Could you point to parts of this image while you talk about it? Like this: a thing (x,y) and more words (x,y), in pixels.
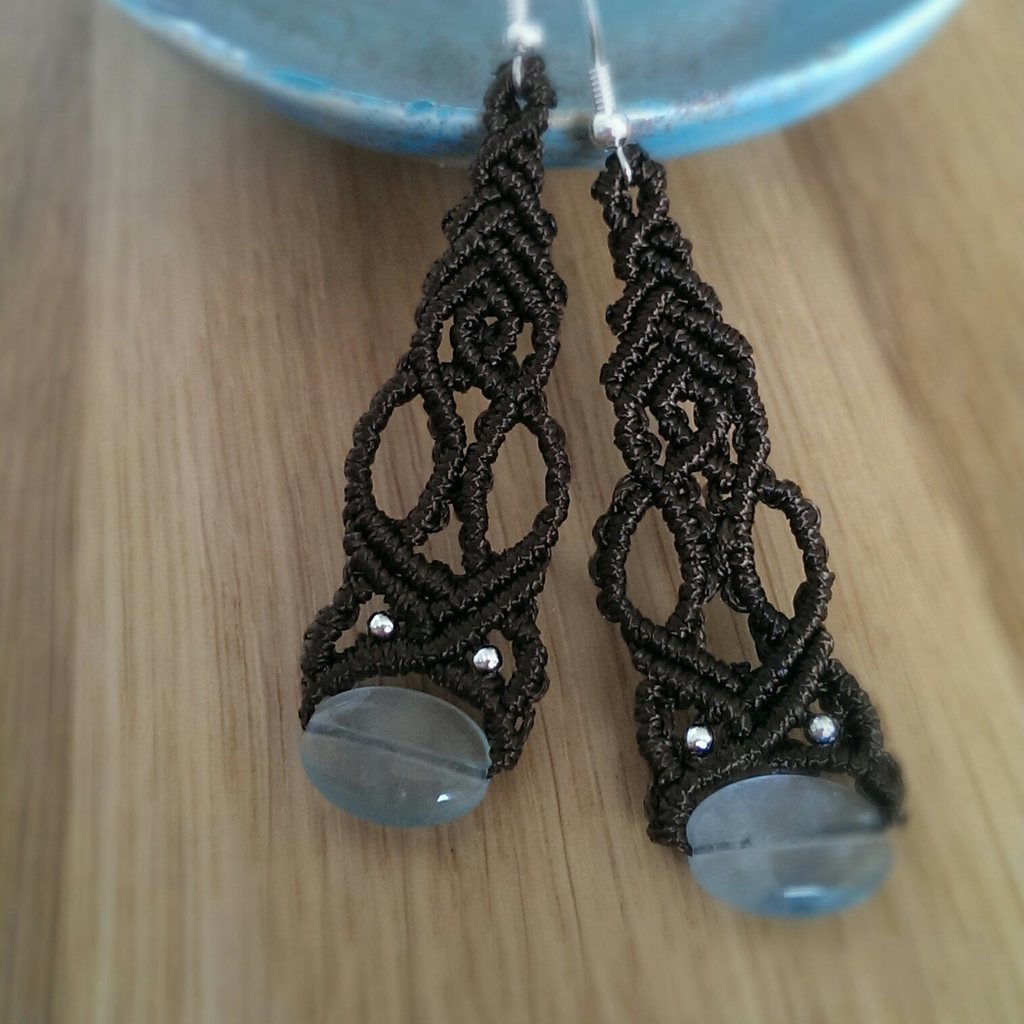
In this picture we can see earrings (866,848) on a wooden platform (671,555). At the top (488,69) we can see a blue color object (400,128).
